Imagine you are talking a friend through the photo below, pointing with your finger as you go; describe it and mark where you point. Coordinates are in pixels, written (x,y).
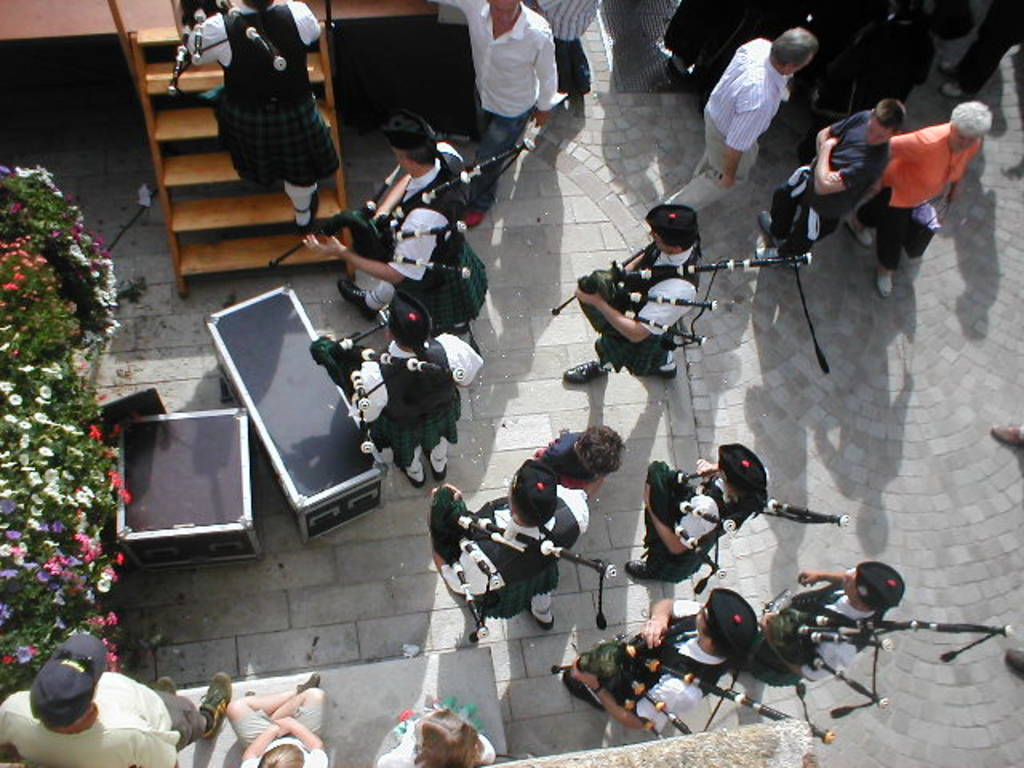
In this image I can see number of persons (528,513) are standing and holding bagpipes (487,566) in their hands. I can see few boxes (272,387), few other persons (48,740), few stairs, few plants (53,375) and few flowers (18,398) which are red, pink, white and purple in color.
